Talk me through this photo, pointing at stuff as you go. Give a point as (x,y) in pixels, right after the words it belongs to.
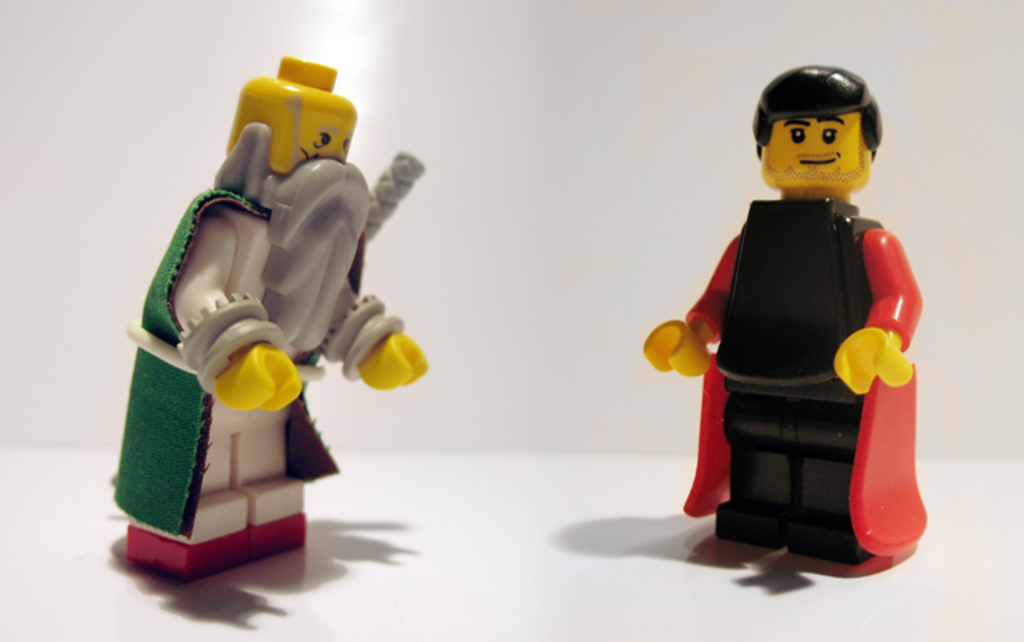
In this picture, we see two toys (231,290) which are in green, grey, red and black color. In the background (673,96), it is white in color. At the bottom (508,557), it is white in color.
